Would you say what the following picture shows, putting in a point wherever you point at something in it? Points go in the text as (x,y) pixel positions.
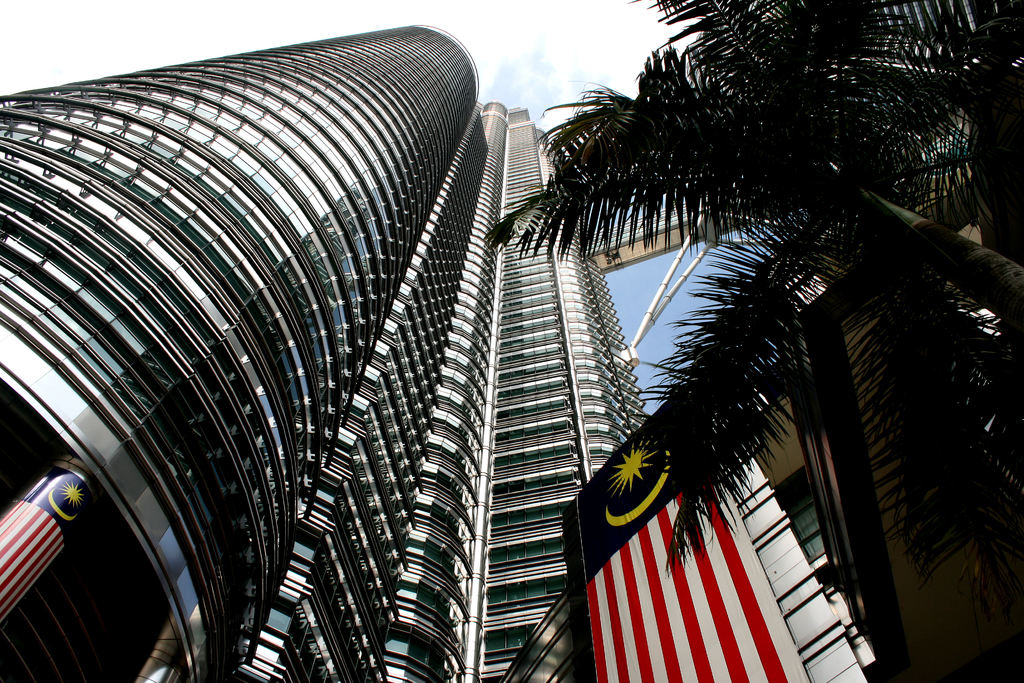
In this image we can see a building (425,181). To the right side of the image (912,152) we can see a tree (934,414) a flag (665,626). In the background (628,58), we can see the poles (672,294) and the sky (503,58).
